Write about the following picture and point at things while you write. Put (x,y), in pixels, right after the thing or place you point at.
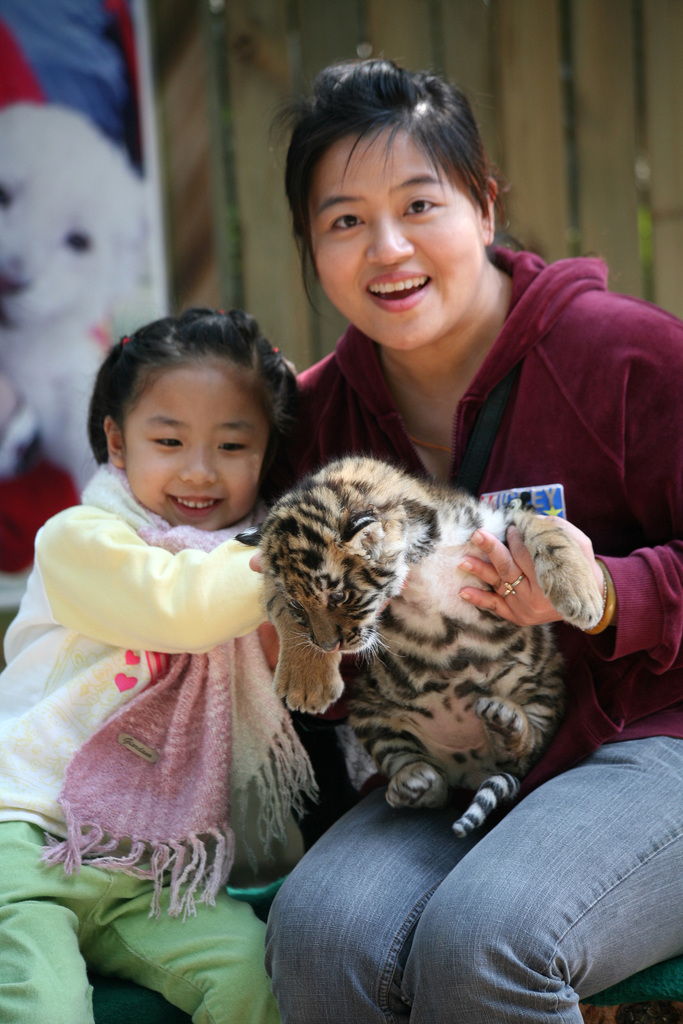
In this picture we can see a woman (381,359) and a girl (141,444) is laughing and they are holding an animal (276,677) in their hands (539,614) in the background (114,79) we can see a hoarding (62,220).
